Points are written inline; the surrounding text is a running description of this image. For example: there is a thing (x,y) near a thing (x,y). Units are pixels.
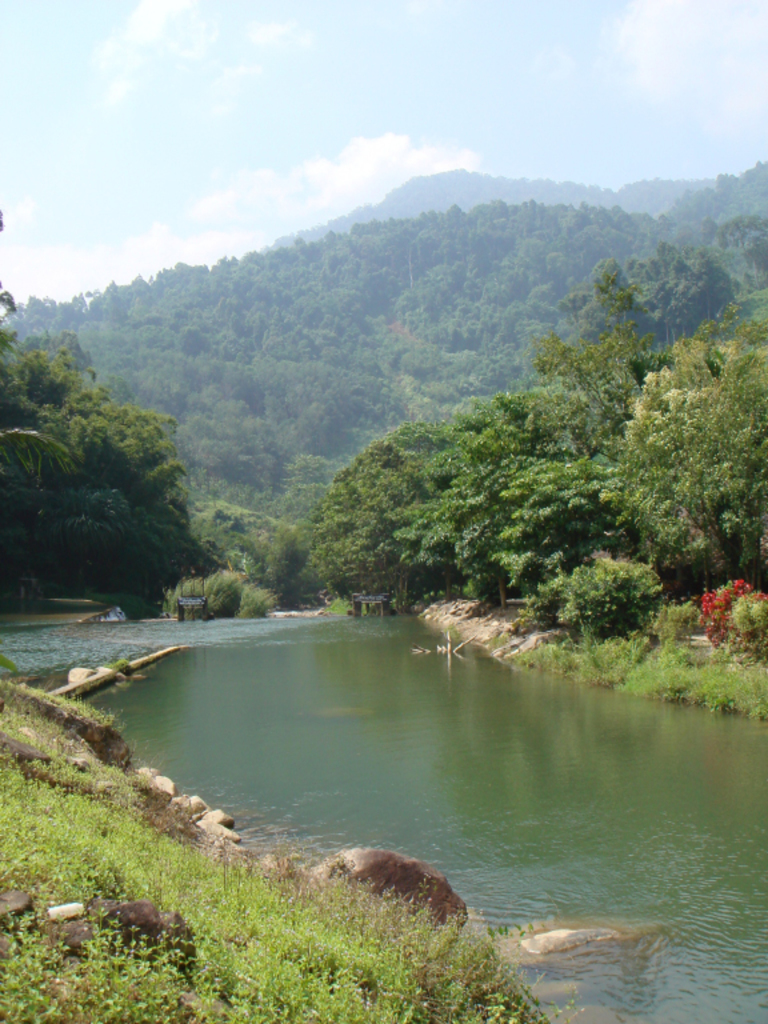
In this picture we can see plants (212,892), stones (28,756), water (515,681), trees (491,403), some objects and in the background (212,207) we can see the sky (452,157).
